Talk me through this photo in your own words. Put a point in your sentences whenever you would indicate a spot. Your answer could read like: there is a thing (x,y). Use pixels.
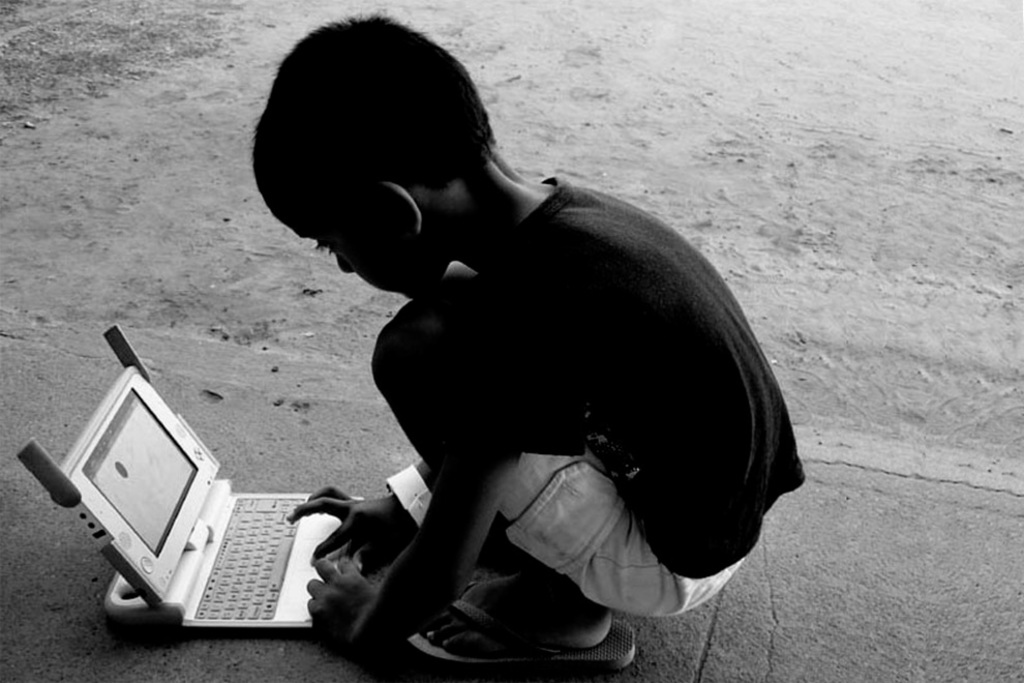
There is a small boy (386,379) and a gadget (312,533) in the foreground area of the image (534,478).
